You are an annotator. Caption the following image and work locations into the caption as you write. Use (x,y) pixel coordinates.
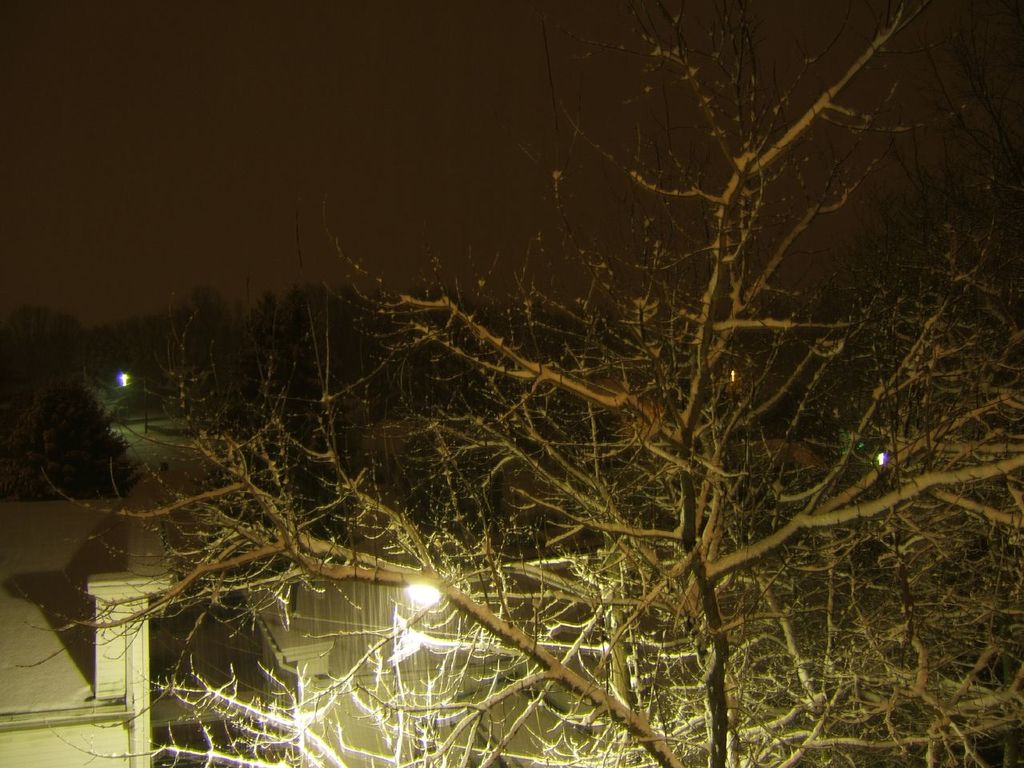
In the foreground of the picture (615,604) there is a tree (632,680). In the center of the picture (391,399) there are trees (150,389), street lights (434,596) and buildings (331,640). At the top (349,134) it is dark.
